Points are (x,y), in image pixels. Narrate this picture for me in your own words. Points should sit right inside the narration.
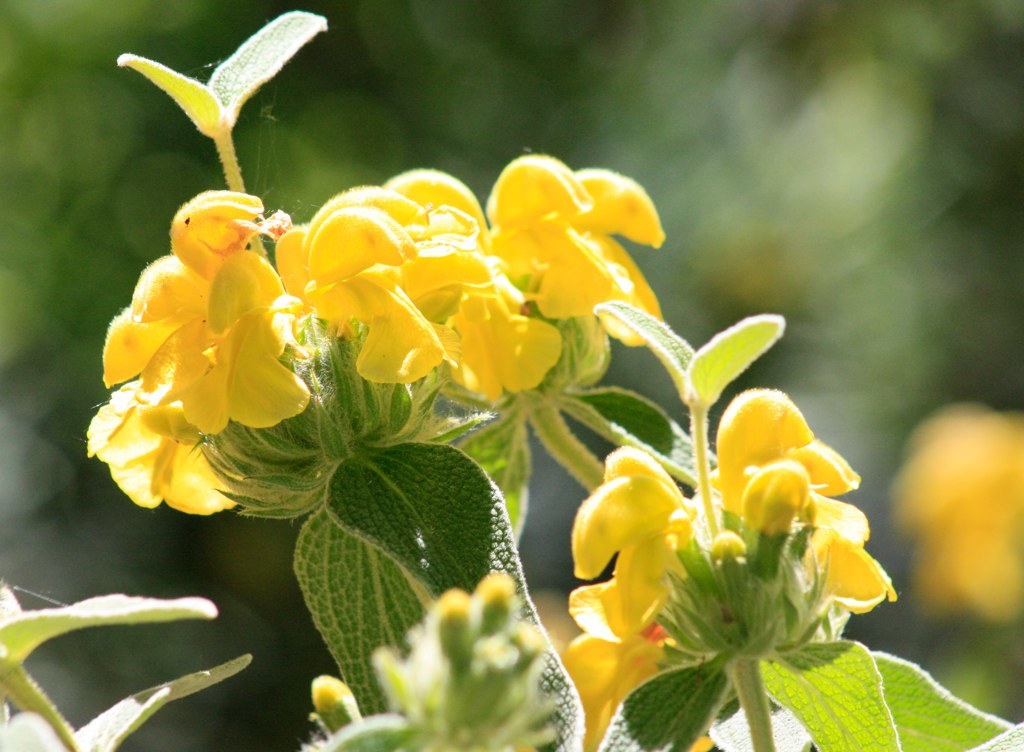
This image consists of a plant (485,519). It has flowers (421,327). They are in yellow color.
